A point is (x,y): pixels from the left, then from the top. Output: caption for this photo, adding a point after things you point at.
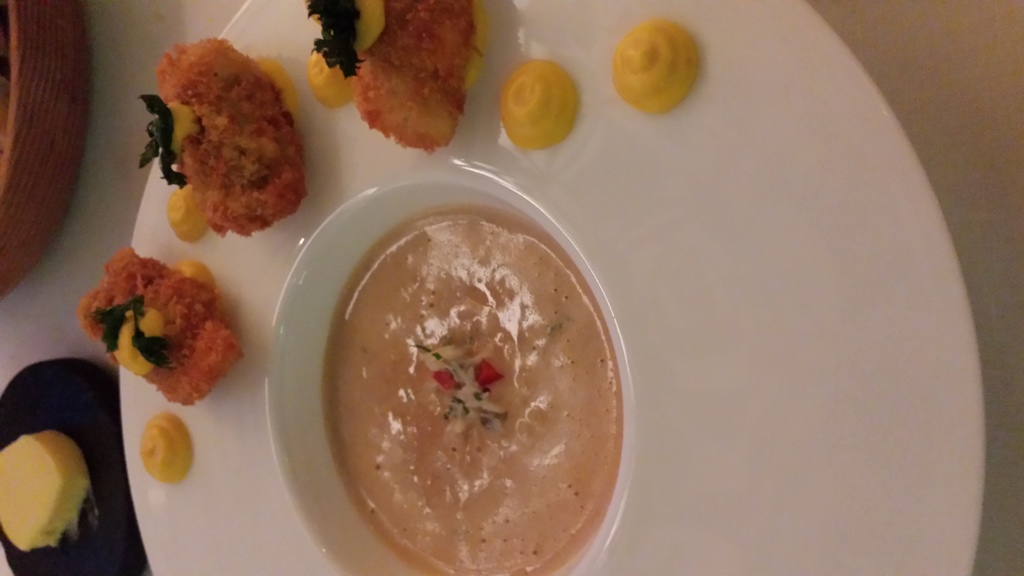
There is a plate (758,246) with food items (397,143). On the plate (676,389) there is a bowl (626,393) with food items (502,371). And the plate (897,202) is on a surface (104,195). Near to that there is a black object (69,433). On that something is there.
